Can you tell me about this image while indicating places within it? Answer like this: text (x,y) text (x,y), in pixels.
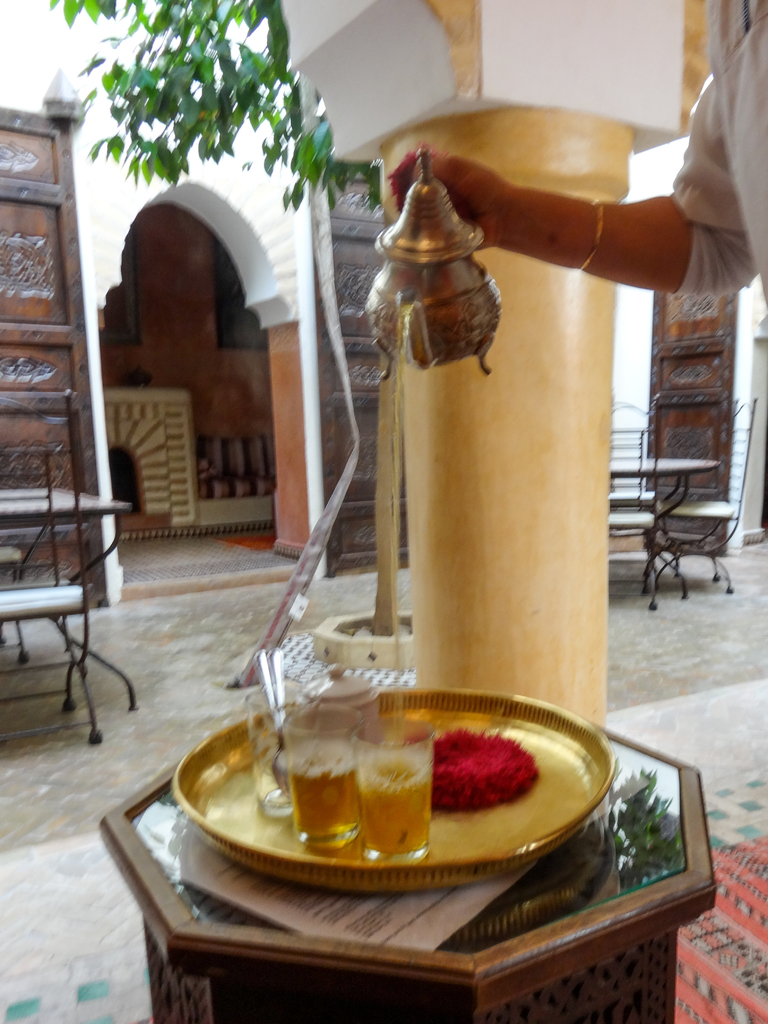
This is the picture inside the room (201,231). At the right side of the image (686,253) there is a person (723,104) standing and holding the object (413,312). There are glasses (302,768), spoon (277,668), plate (488,861), paper (471,899) on the table (616,802). At the back (76,497) there are tables (76,497) and chairs (726,502) and in the middle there is a plant (212,59).
